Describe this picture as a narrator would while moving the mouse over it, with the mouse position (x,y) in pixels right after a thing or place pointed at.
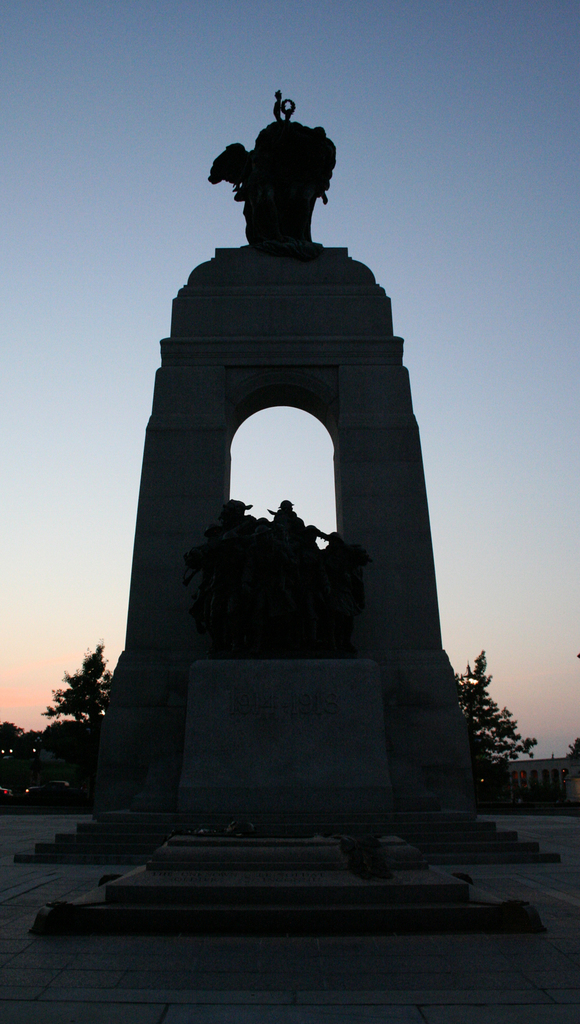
In this image I can see the ground (301,975), black colored statue (331,583) and a concrete structure (401,466) behind it. In the background (93,667) I can see few trees (83,691), a car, a building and the sky (404,274).
